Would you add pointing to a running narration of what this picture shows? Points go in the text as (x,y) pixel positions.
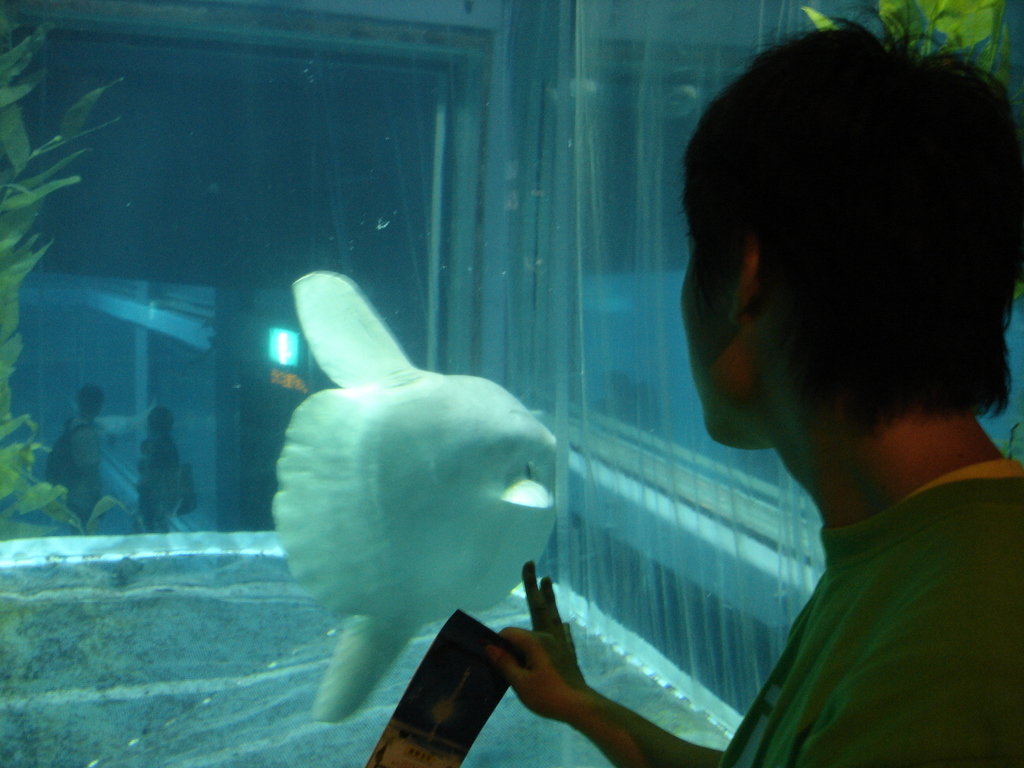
In this picture we can see a fish (327,570) in water (482,330), plants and some persons (84,396) standing.
